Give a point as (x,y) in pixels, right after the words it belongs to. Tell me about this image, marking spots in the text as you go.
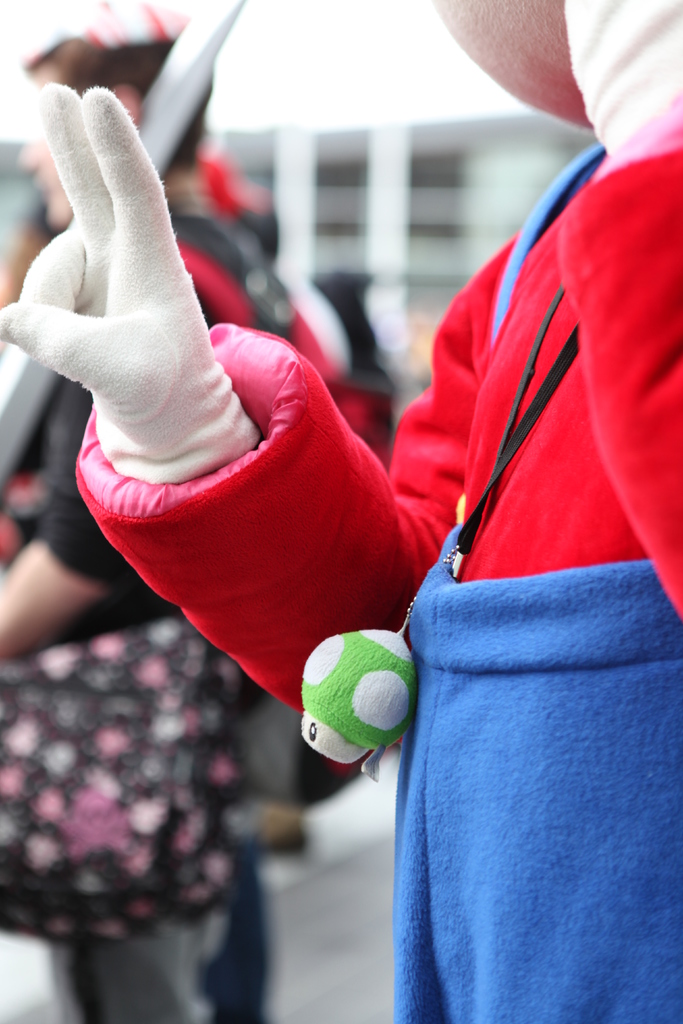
In this image, we can see persons (288,404) wearing clothes (506,799). In the background (496,237), image is blurred.
